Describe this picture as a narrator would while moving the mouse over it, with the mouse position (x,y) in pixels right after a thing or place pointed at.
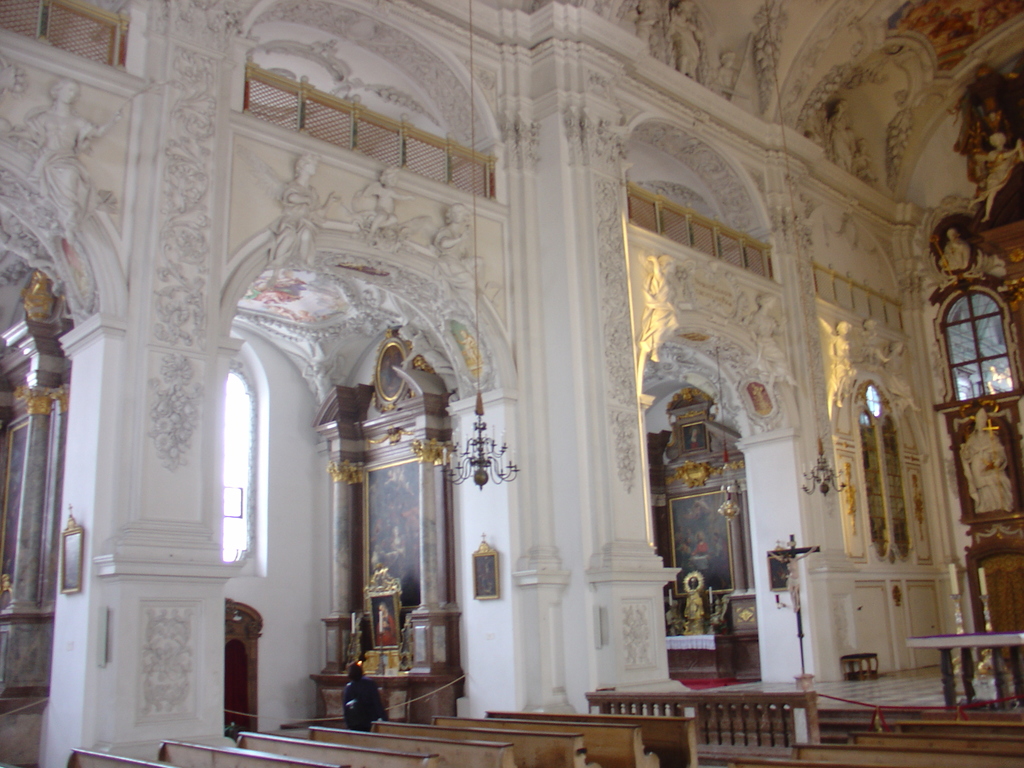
In this image I can see the interior of the building (527,541). I can see few benches (552,755) which are brown in color, the floor (903,699), few statues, few pillars (780,467), few windows (947,333), the railing (639,213), few photo frames (414,526) and few other objects (813,471).
